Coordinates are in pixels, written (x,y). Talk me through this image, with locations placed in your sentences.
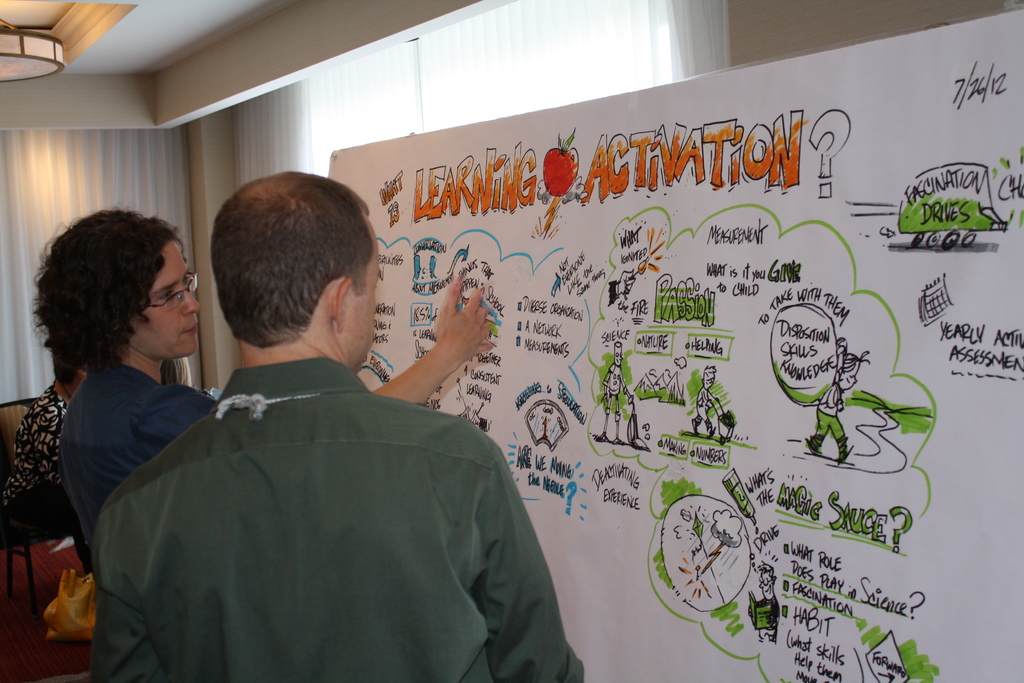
In this picture we can see few people (251,596) are in front of the board (617,403), on which we can see some diagrams (877,431), text (616,494), behind we can see a woman (51,453) sitting on a chair (12,420).
